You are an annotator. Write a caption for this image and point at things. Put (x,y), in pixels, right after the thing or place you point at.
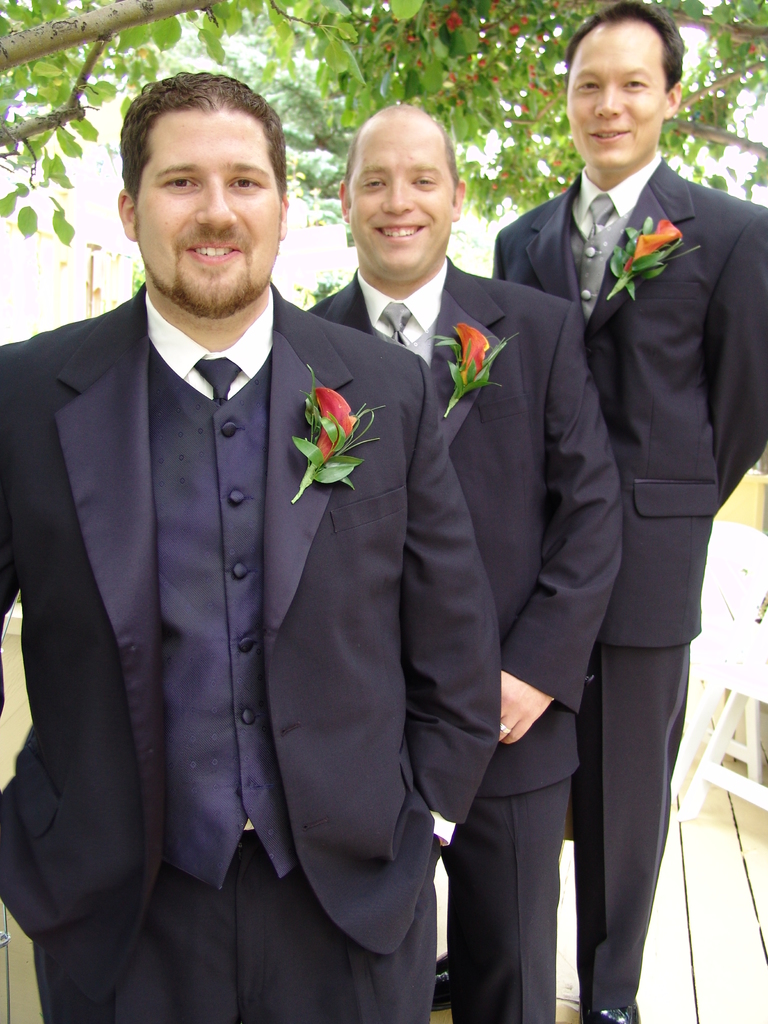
In the picture we can see three men (648,913) are standing one after the other and they are wearing blazers (72,341), ties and shirts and to the blazers (548,622) we can see flowers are pasted.
